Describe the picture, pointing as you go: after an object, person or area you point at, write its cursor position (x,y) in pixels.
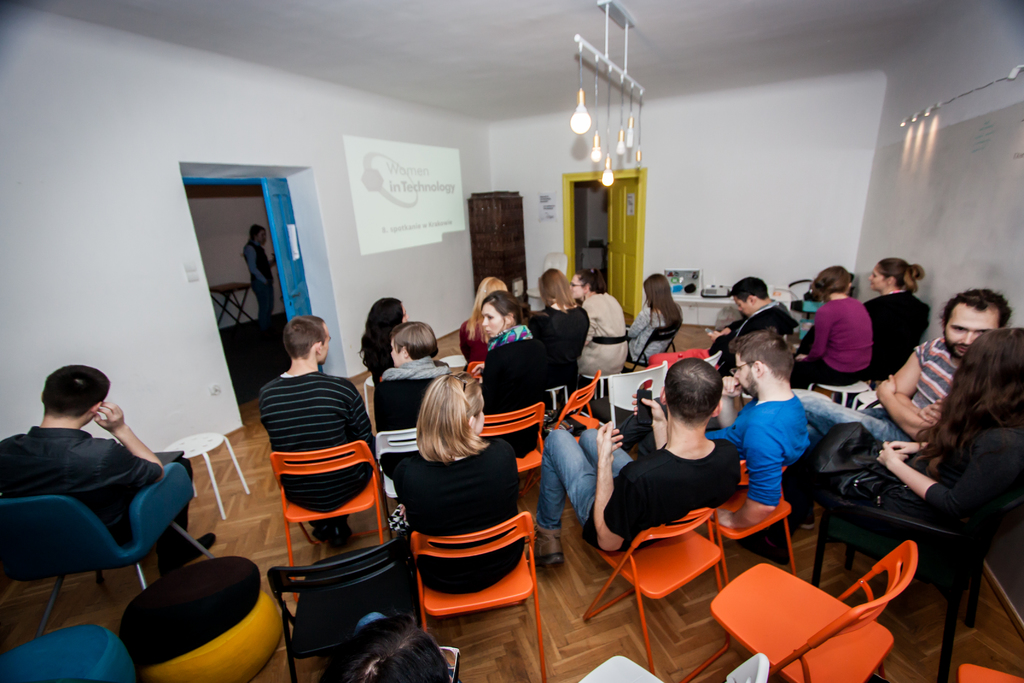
In this image we can see many persons (785,398) sitting on the chairs (671,555). On the top of the image (582,131) there are lights (595,134). In the background (569,152) we can see door (288,226), table (237,286), person (246,252) and wall (243,225).
